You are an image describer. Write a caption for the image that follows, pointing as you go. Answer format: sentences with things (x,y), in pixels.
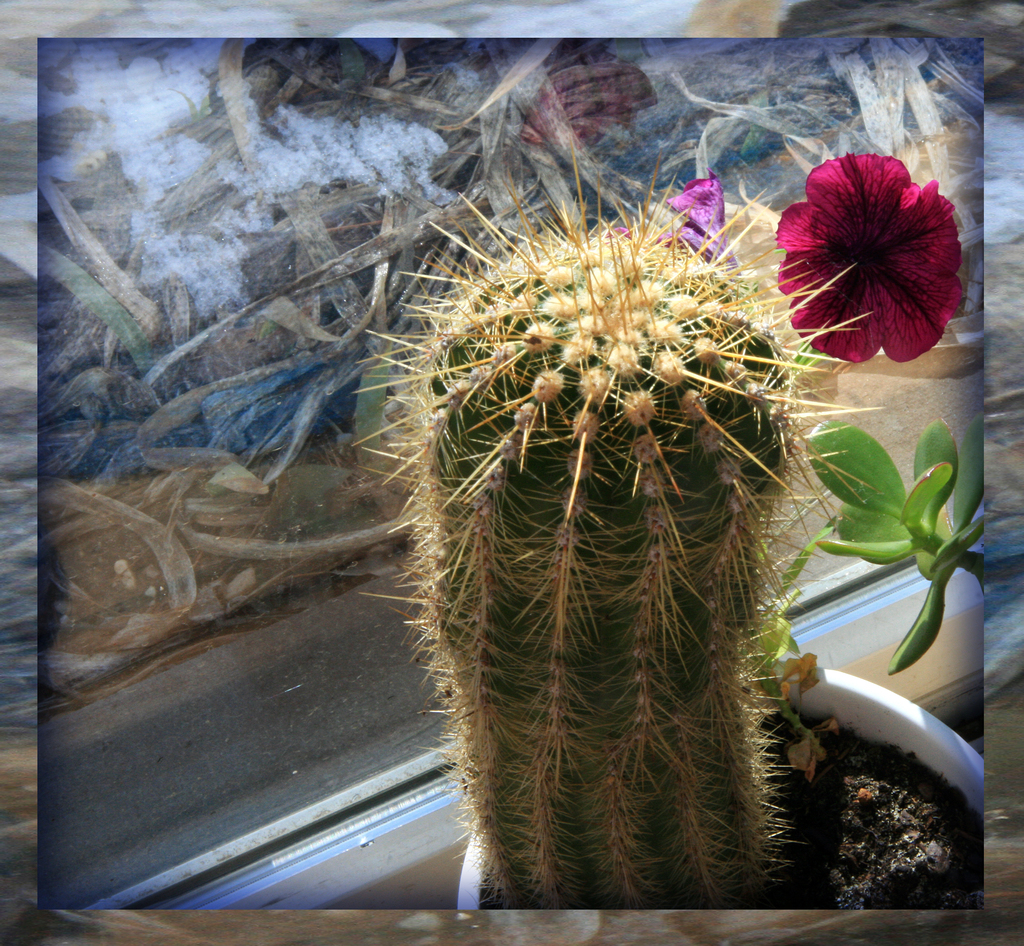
This is an edited image. We can see a plant (537,286) in a pot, another plant (848,556) and flowers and there are objects (393,847). In the background (252,410) the image is not clear to describe.
